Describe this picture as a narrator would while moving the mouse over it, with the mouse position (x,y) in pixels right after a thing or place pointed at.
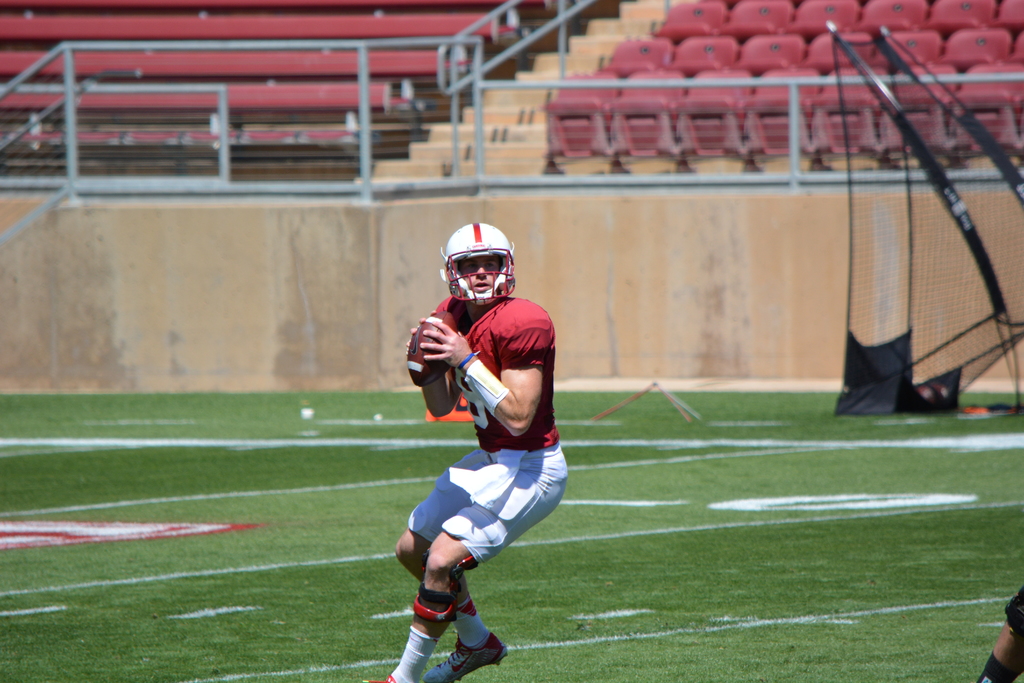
In this picture we can see a person (491,317) wearing a helmet (503,282) and holding a football (408,351) in his hands (445,361). We can see the leg (1023,646) of a person (1023,646) in the bottom right (1016,604). Some grass (896,561) is visible on the ground (645,632). We can see a mesh (859,292) on the right side (948,246). There is a compound wall (672,241) visible from left to right. There are a few rods (56,194). We can see a few chairs (1002,134) and benches (120,15) in the background (999,37).
